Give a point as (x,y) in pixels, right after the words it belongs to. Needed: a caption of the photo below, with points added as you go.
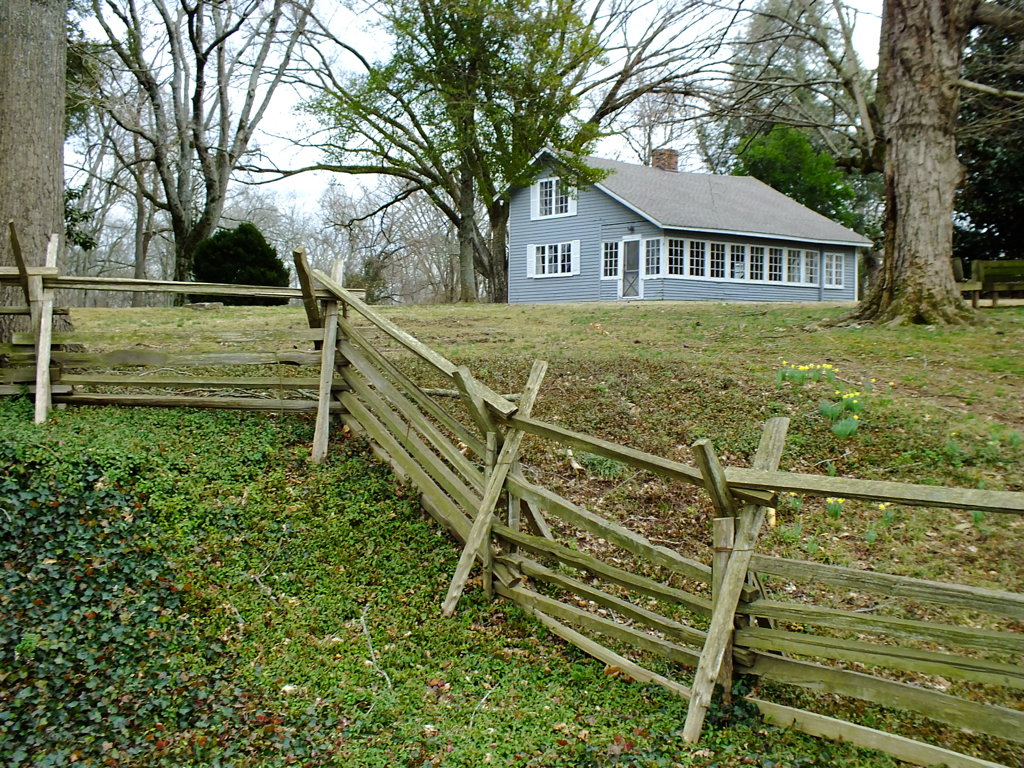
In this image we can see a house (618,254) with windows (612,262) and door (636,287). And there are trees (474,122). And there is a wooden fencing (186,361). In the background (301,189) there is sky (300,126). On the ground (361,461) there are plants (199,538).
